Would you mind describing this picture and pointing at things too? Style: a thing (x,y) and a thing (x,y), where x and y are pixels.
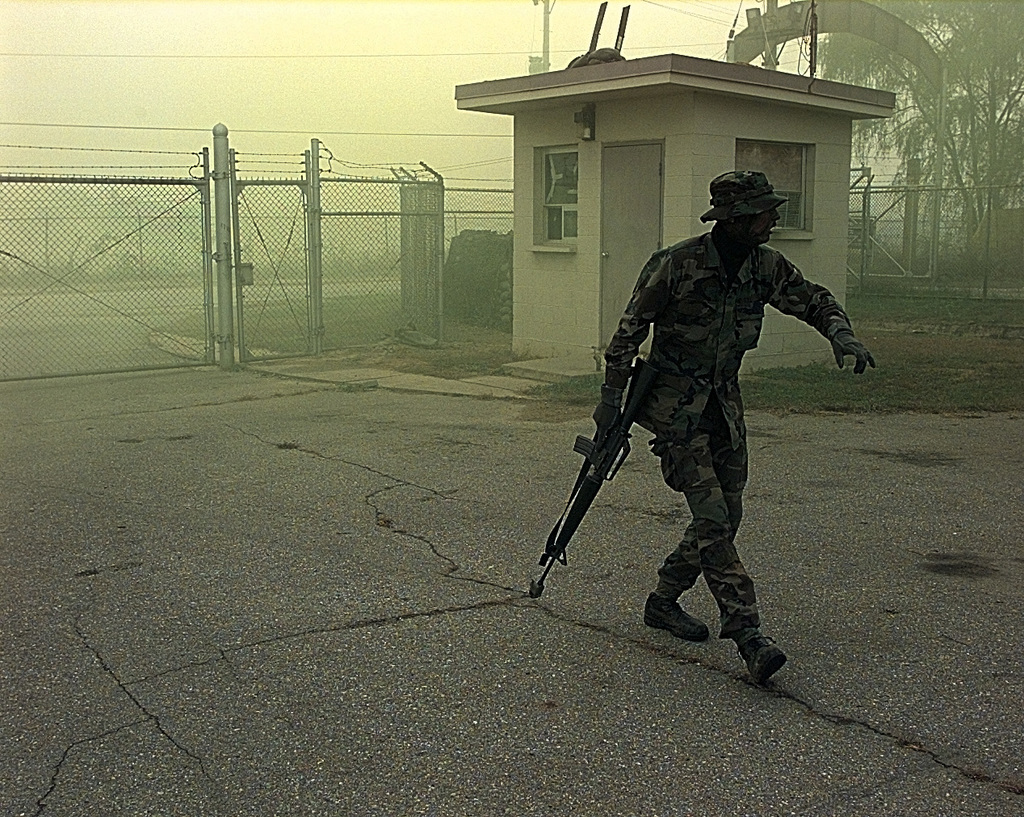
In the image we can see a person (704,376) walking, wearing clothes (708,396), shoes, cap (746,191) and holding rifle (593,490) in hand (602,417). Here we can see road (329,520), fence (221,252), electric wires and electric pole (545,58). There are even trees (929,98) and the sky (137,28). Here we can see the house (637,192) and the windows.
